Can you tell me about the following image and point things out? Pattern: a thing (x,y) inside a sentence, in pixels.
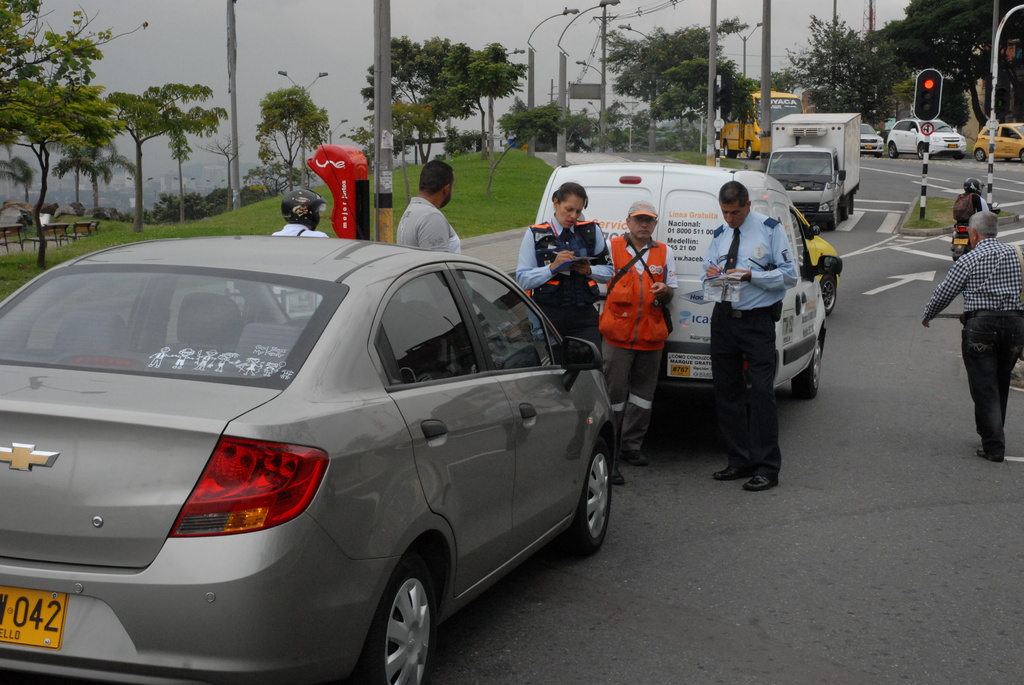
In this picture there is a grey color car (336,526) on the road (700,573). Behind there are two police officers (728,366) writing something on the papers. Behind there are some cars (818,315) on the road (856,216). On the left side (305,102) there is a small garden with some trees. In the background (560,134) there are some electric poles (530,76).
